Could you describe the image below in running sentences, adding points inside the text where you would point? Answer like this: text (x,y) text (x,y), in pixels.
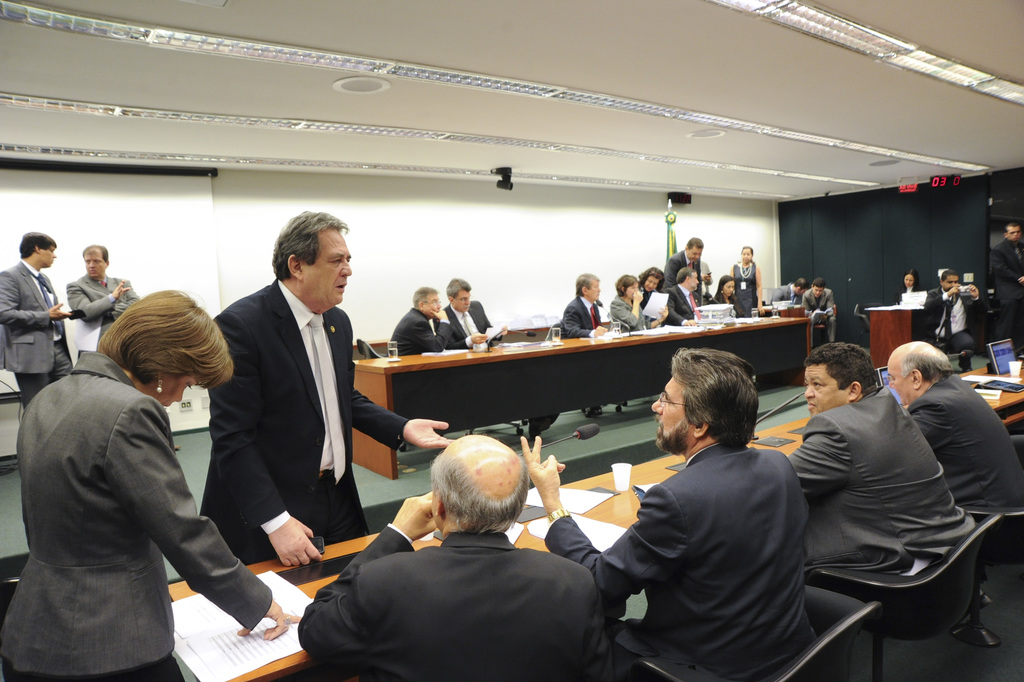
Here we can see a person (220,449) standing on the left side (312,397) is having a conversation with this person (628,643) who is sitting on the right side (793,646). Here we can see two persons (469,341) who are observing papers (496,323). There is a person (967,330) sitting here capturing an image with a camera (965,285). There is a woman (141,499) standing on the left side (42,660) and she is observing these papers (235,650). Here we can see two persons (110,319) standing on the left side (35,354) are having a conversation. Here we can see a few people (579,334) who are sitting and they are discussing about something.
